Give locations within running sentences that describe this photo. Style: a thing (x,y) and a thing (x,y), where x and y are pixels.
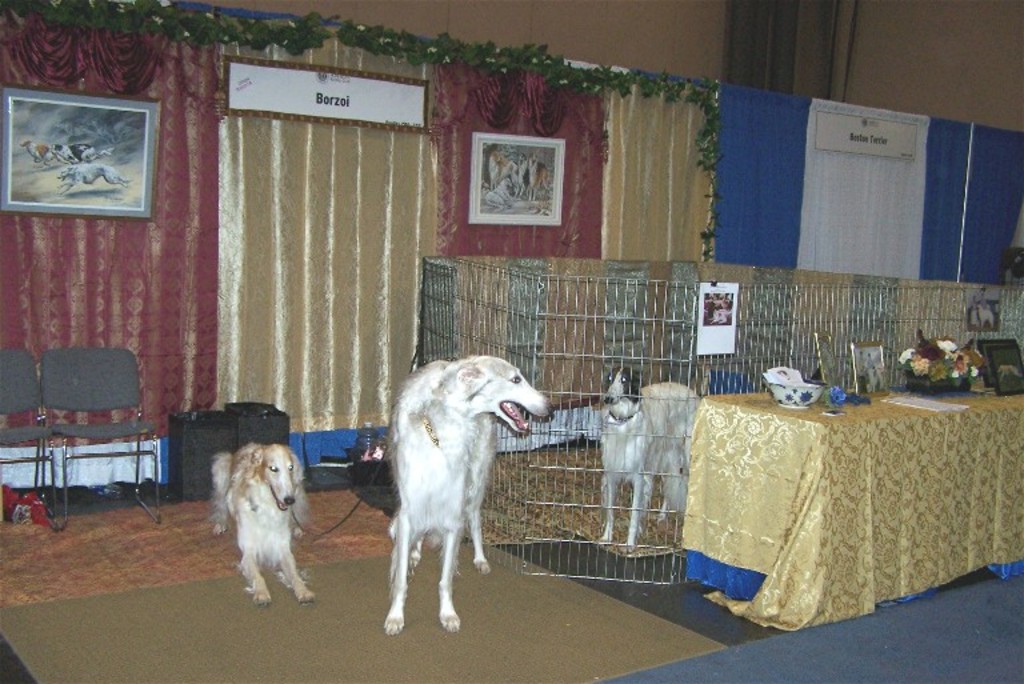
In this image we can see the dogs (299,519) and among them a dog (685,456) is inside the cage (493,497). On the cage (493,511) we can see posters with images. On the right side (810,491), we can see few objects (961,341) on a table (793,448). Behind the dogs (409,380) we can see the curtains (282,272). On the curtains (420,236) we can see decorative items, frames (487,162) and boards (360,93) with text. At the top (620,39) we can see the wall (914,47). On the left side (191,460), we can see the chairs (27,356) and a few objects (201,446).
